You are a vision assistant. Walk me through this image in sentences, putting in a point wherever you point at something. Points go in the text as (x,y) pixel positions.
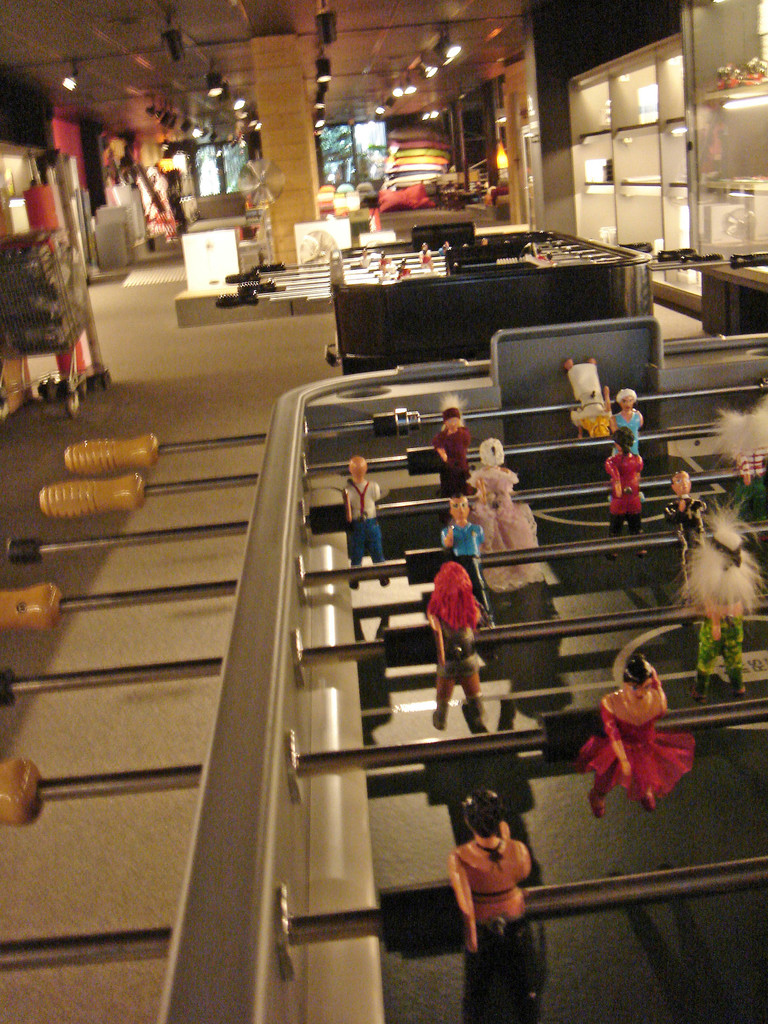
In this picture I can see mini soccer game boards (495,336), there are lights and some other objects (697,32).
